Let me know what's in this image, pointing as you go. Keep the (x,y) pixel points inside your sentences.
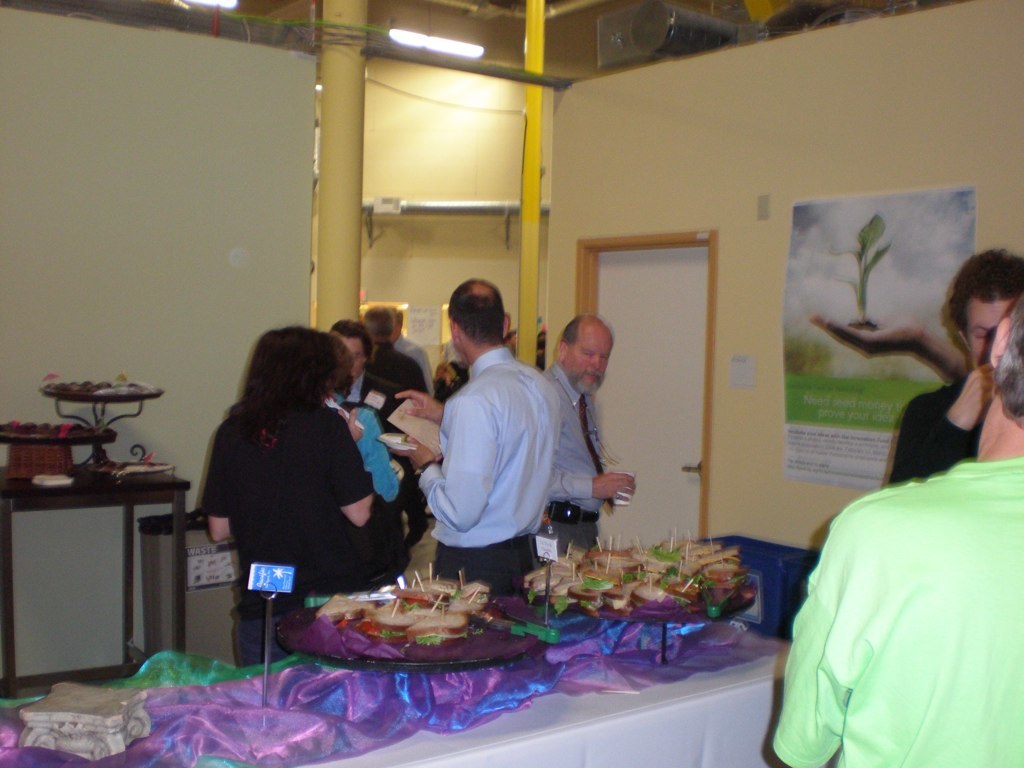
There is a table (656,711) which is covered by a white cloth (575,742), on that table (460,690) there are two big plates (533,625) which contains food items (431,622) and there are some peoples (453,528) standing, In the background (933,120) there is a wall (620,132), and a door (671,334) which is in white color and there are some pipes (355,129) which are in yellow color and there is a black color table (86,483) on which some object (108,422) is kept.
